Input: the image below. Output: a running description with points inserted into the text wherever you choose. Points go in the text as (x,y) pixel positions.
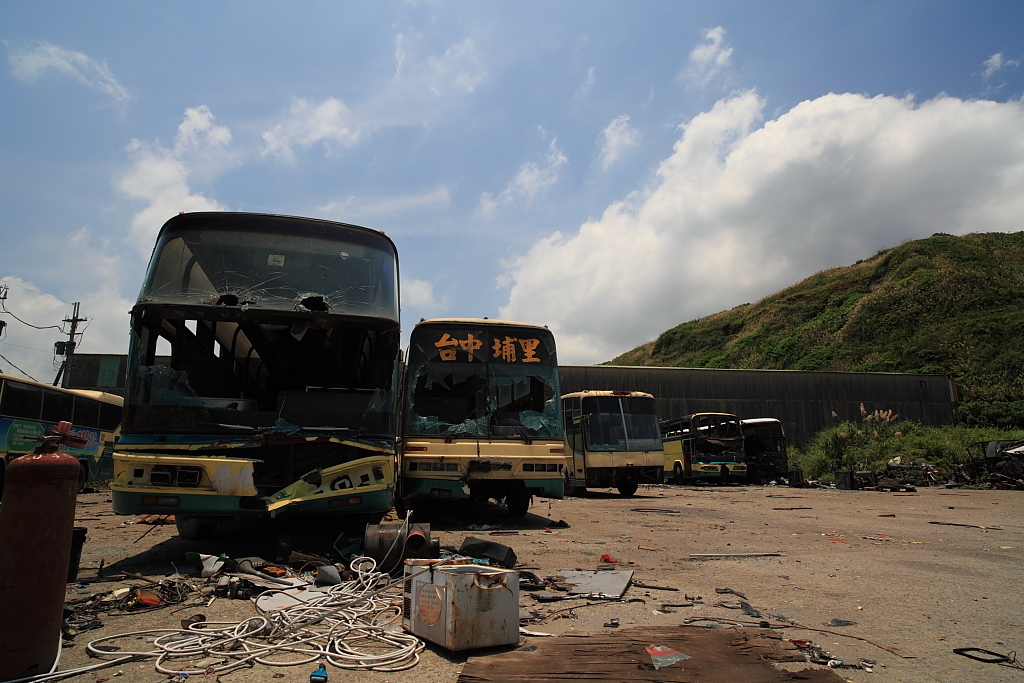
In this picture, we can see a few damaged vehicles (376,448), we can see the ground (548,550) and some objects (411,555) on the ground (567,542) like wires (371,580), cylinder (40,588), mat (613,661), and we can see wall (814,387), poles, wires (8,360), trees (870,430), mountains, and the sky (582,130) with clouds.
